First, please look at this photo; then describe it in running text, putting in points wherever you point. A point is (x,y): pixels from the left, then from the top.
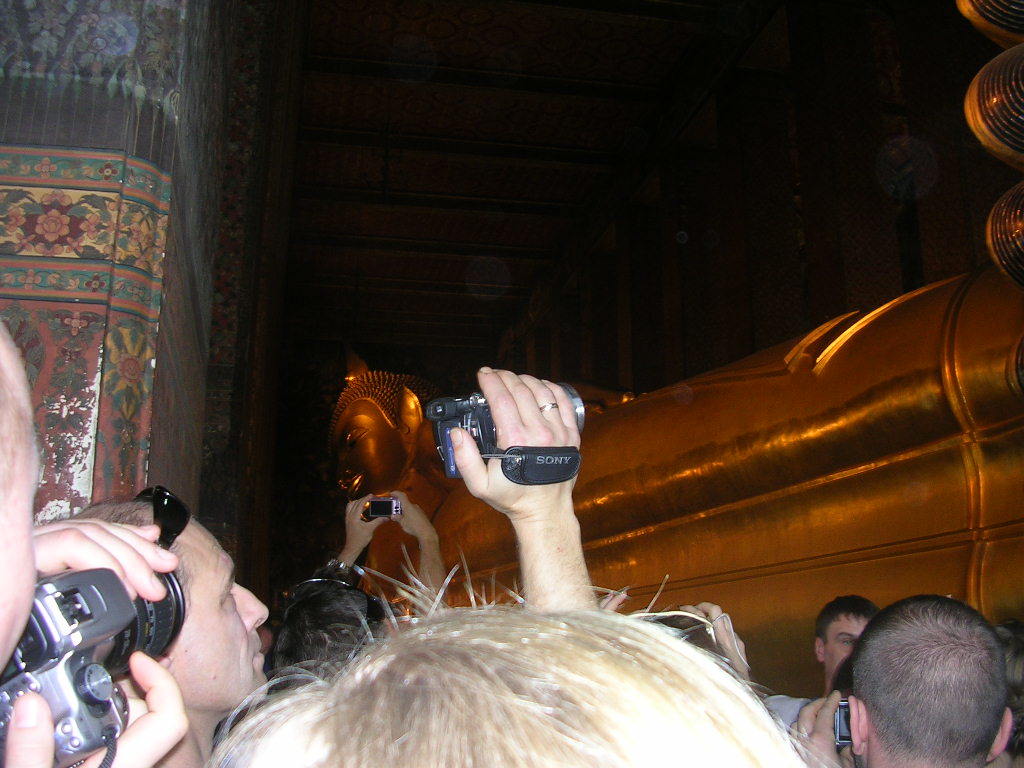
Bottom of the image (568,662) a group of people (362,741) standing and holding cameras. At the top of the image (660,97) there is a roof (447,44). In the middle of the image (422,471) there is a statue (872,307). Top left side of the image (167,69) there is a wall (199,130).
